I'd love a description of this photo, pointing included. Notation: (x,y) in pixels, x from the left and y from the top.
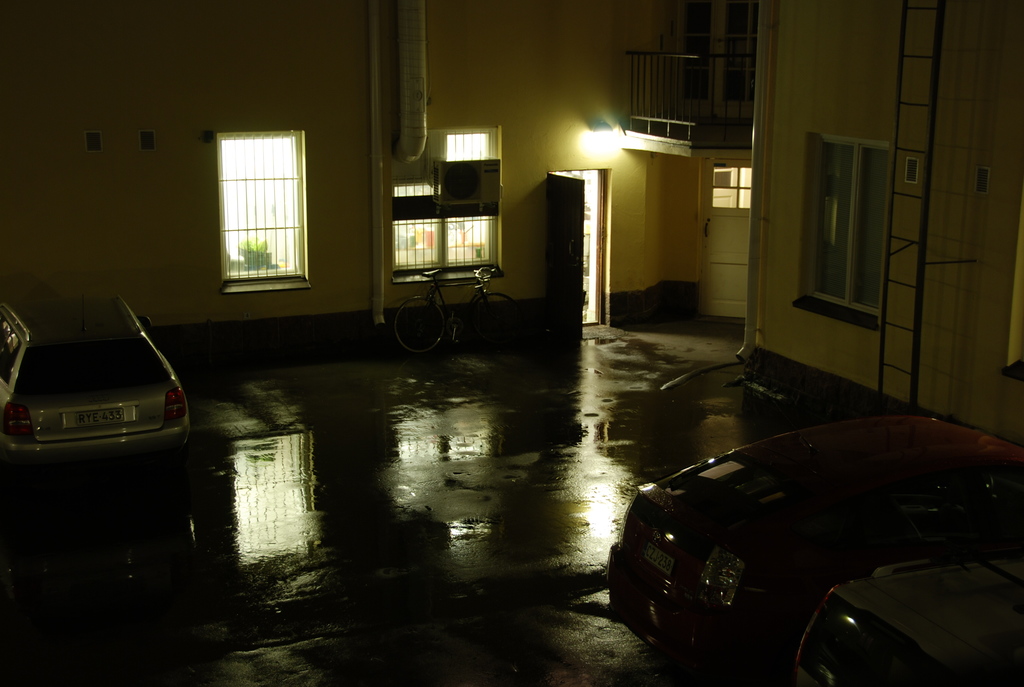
In this image on the right side (839,525) and left side (107,354) there are cars (736,520), in the center (572,233) there is cycle (480,299), windows (300,190), door (583,240), light (597,149), pipe (381,193), air cooler (462,190) and ladder (898,240) and railing (683,109). At the bottom (326,608) there is floor (316,509), and on the floor (238,531) there is some water (579,396) and through the windows (296,243) we could see some plants (254,252).
